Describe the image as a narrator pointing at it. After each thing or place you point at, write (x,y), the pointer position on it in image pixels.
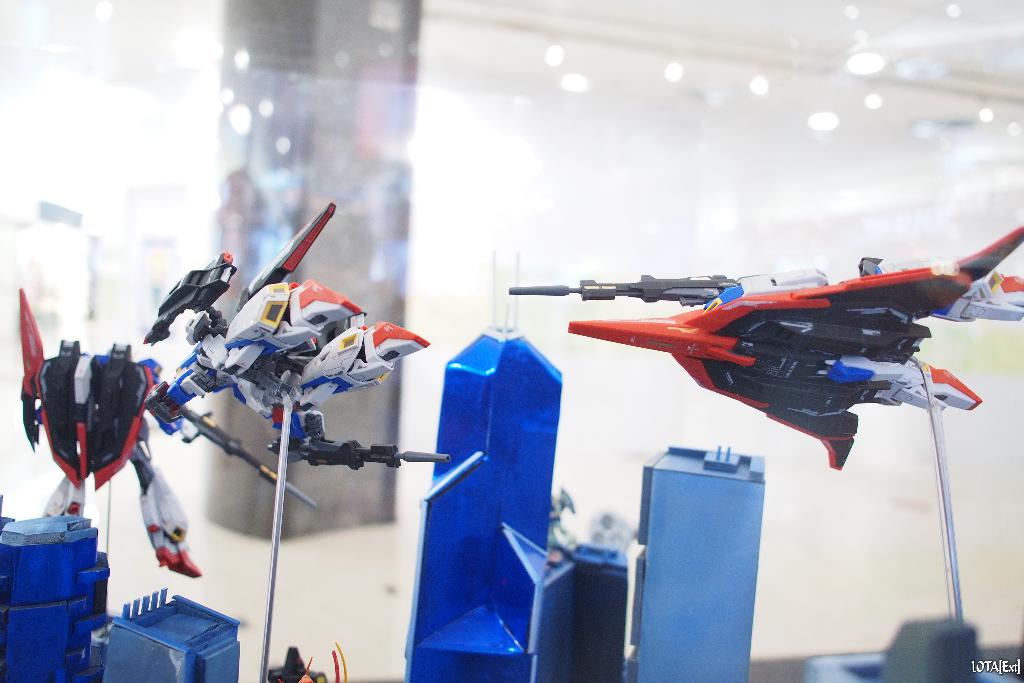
In this picture I can observe toys (309,378) in the middle of the picture (658,329). These toys (295,365) are in black, red, white and blue colors. The background (266,155) is partially blurred and I can observe pillar (246,471) on the left side (305,270).
